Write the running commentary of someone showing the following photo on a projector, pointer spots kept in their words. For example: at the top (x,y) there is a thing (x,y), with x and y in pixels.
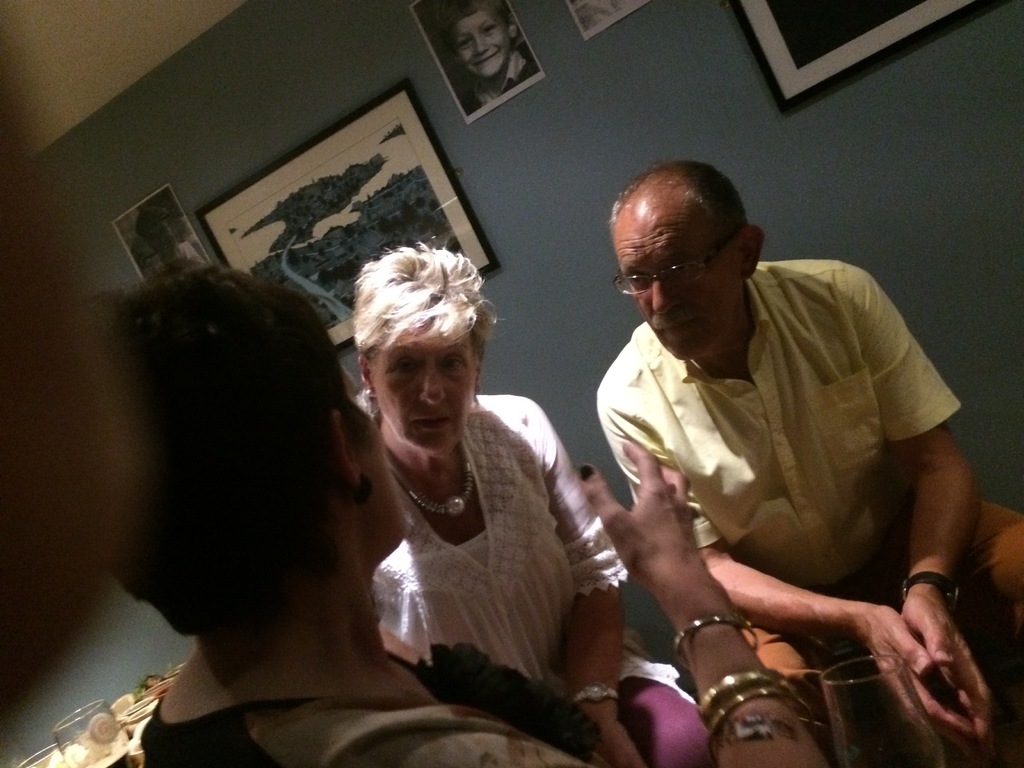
In this image we can see three persons (351,510). Here we can see glasses (55,762) and few objects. In the background (332,301) we can see wall (607,231), frames (303,200), and photographs (514,28).
